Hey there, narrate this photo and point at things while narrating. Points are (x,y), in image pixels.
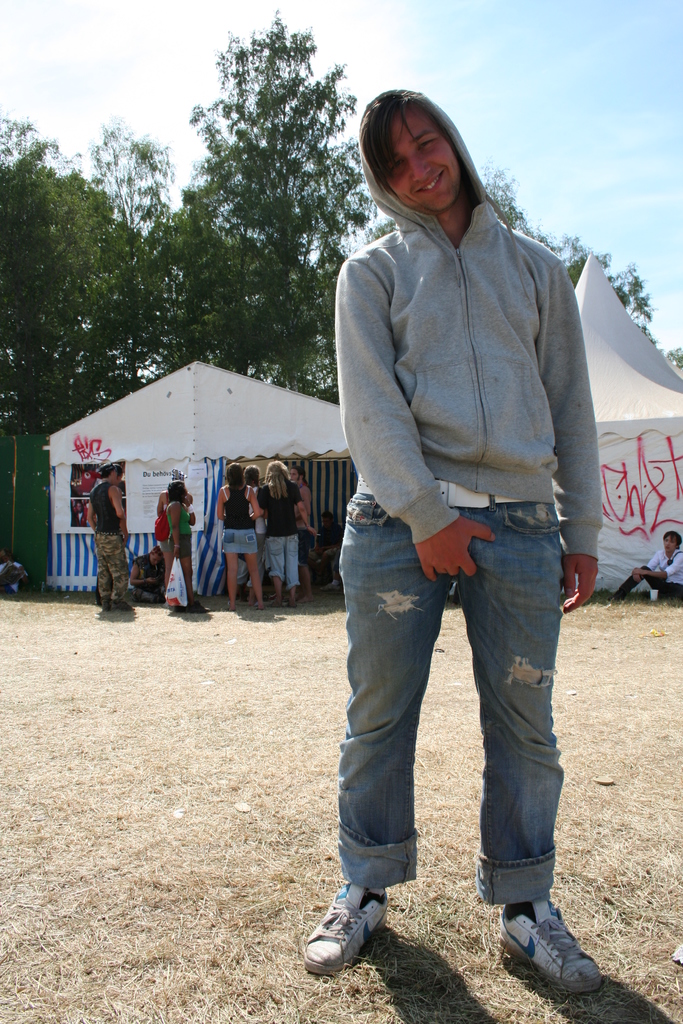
This picture is taken from the outside of the city. In this image, on the right side (533,472), we can see a man (538,391) standing on the grass (673,989). In the background (198,471), we can see a group of people (178,485), tents (264,404). At the top (657,70), we can see a sky (645,20), at the bottom (76,989), we can see a grass (423,954).
